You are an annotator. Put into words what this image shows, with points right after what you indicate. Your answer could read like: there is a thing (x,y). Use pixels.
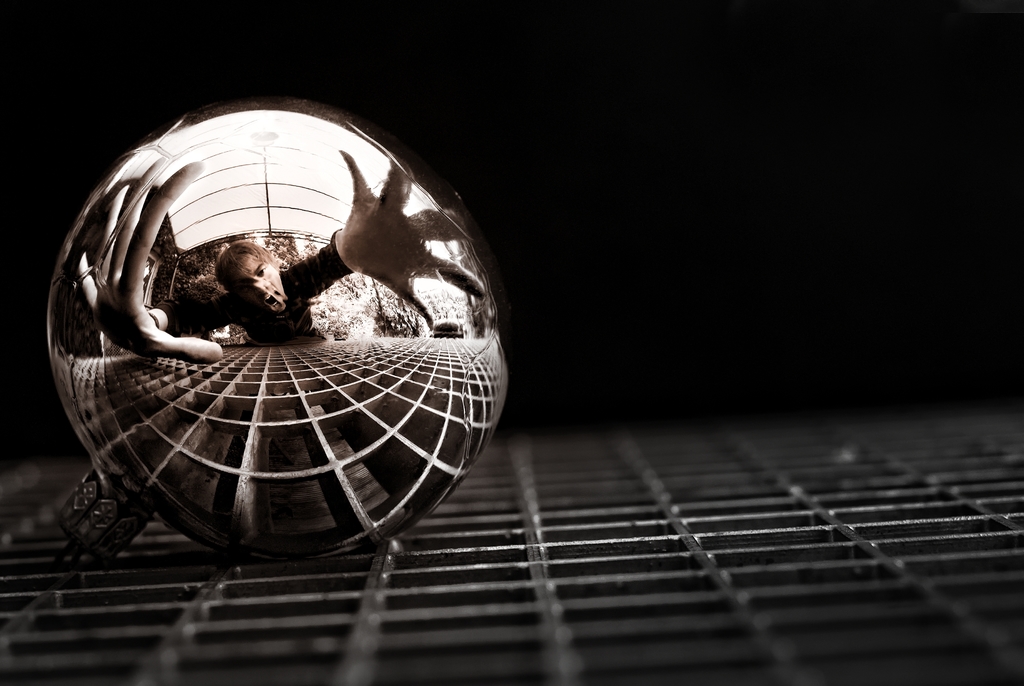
Background (1018,223) portion of the picture is dark. In this picture we can see the reflection (483,311) on an object (343,188). We can see a person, trees (457,308) and few objects (456,321). At the bottom portion of the picture (684,603) we can see metal object (481,653).
